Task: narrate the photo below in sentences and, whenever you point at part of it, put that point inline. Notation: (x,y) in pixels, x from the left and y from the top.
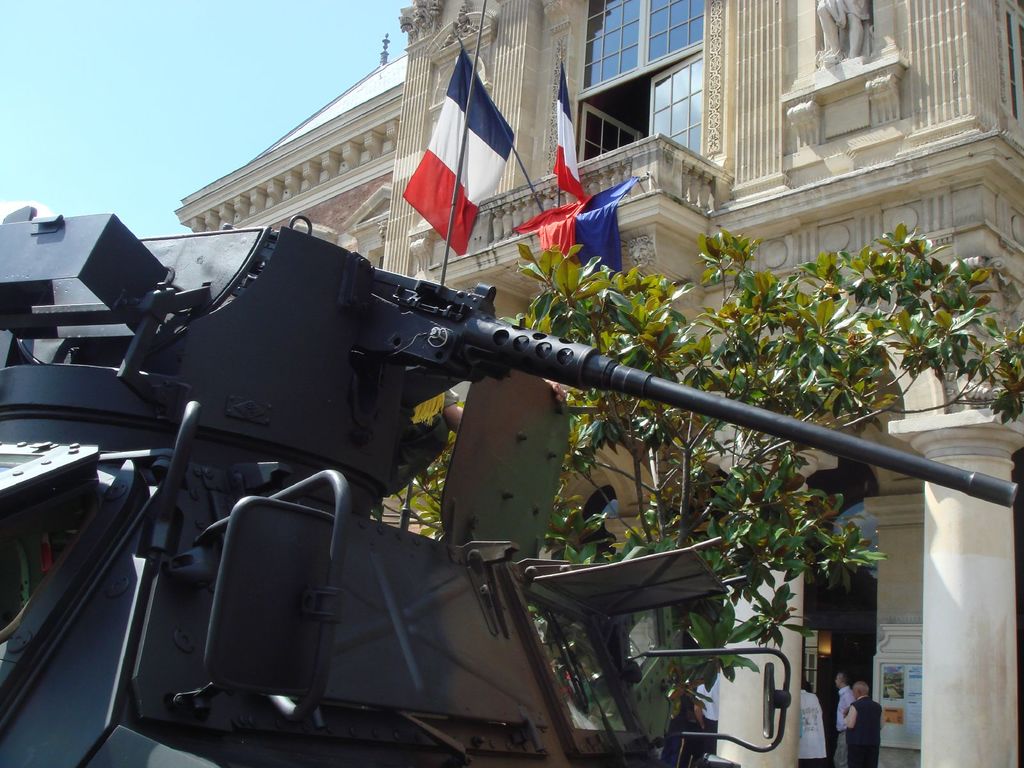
There is a machine gun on the left side of this image (301,368), and we can see some people (850,716) and a tree (657,526) on the right side of this image (705,481). There is a building (801,584) in the background (852,205). There are flags (611,215) on the building (514,178) as we can see in the middle of this image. There is a sky (282,108) at the top of this image (213,88).
